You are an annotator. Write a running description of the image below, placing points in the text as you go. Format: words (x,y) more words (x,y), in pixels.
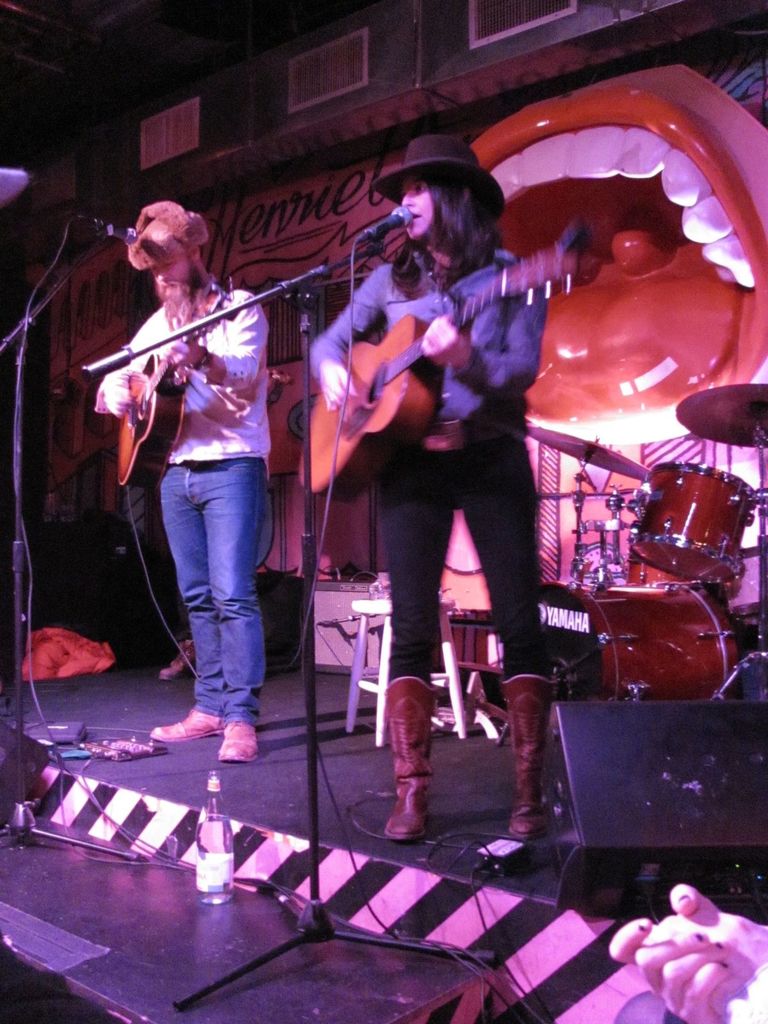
2 people (206,416) are standing on the stage (442,770) and playing guitar (517,285). there are 2 microphones (383,225) present in front of them. the person (385,497) at the right (526,789) is wearing black hat (478,177), blue shirt (489,337), black pant (492,594) and a pair of boots (512,815). in front of them there is a bottle (207,841). behind them there are red drums (672,575). behind them at the background (699,139) a mouth shape object (631,167) is placed.
